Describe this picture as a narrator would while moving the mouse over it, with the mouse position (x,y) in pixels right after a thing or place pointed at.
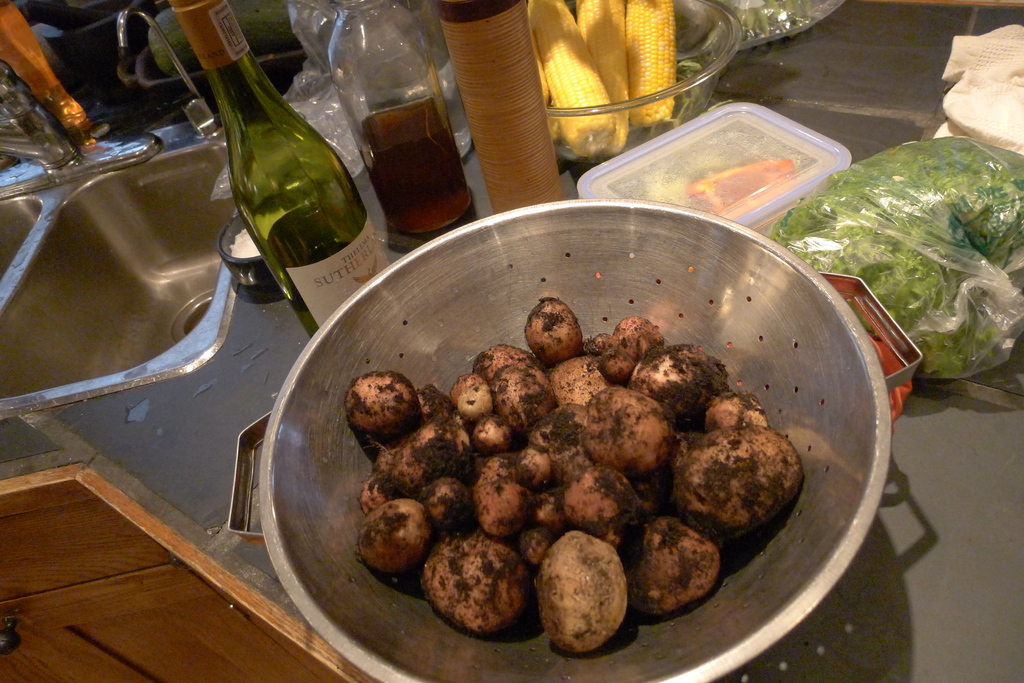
Here we can see a bowl (839,453) of food (496,355) in it and beside that we can see bottle (297,148) of wine (312,246) and there are boxes (791,146) and there is corn (648,42) present and beside that we can see a sink (184,182).
